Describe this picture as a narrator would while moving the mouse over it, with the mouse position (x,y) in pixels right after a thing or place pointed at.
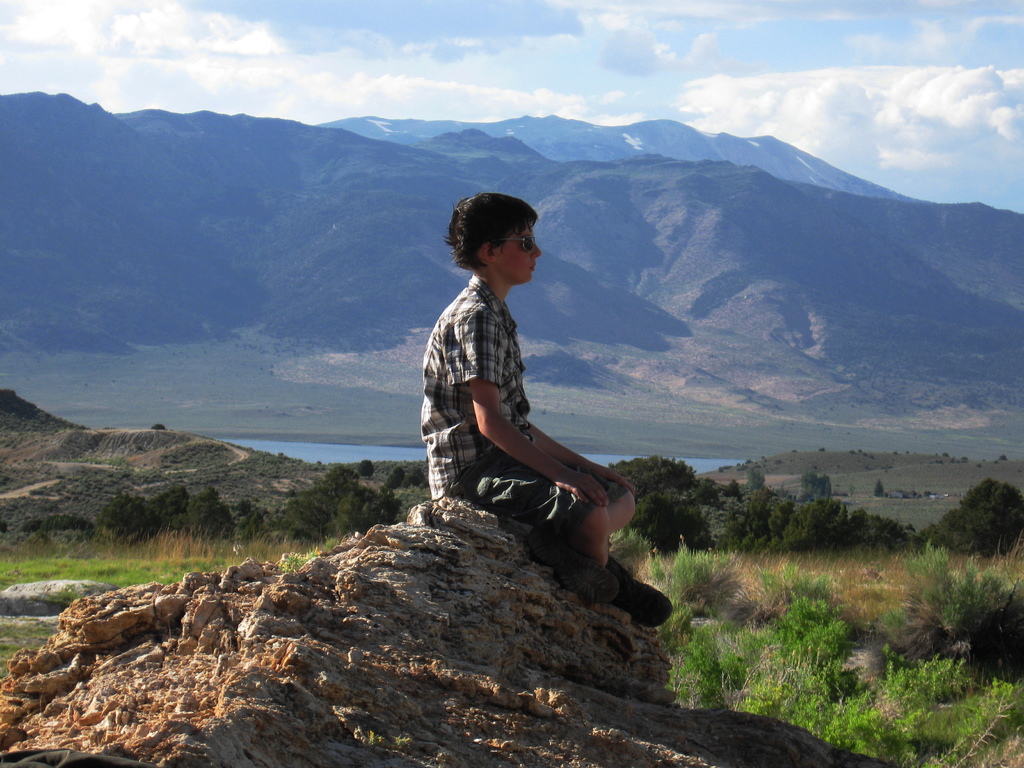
In this image we can see a person (482,443) wearing goggles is sitting on the surface (555,626). In the center of the image (365,461) we can see water (309,453), grass (994,560) and a group of trees (153,525). In the background (886,61), we can see group of mountains (679,166) and the cloudy sky (662,57).
